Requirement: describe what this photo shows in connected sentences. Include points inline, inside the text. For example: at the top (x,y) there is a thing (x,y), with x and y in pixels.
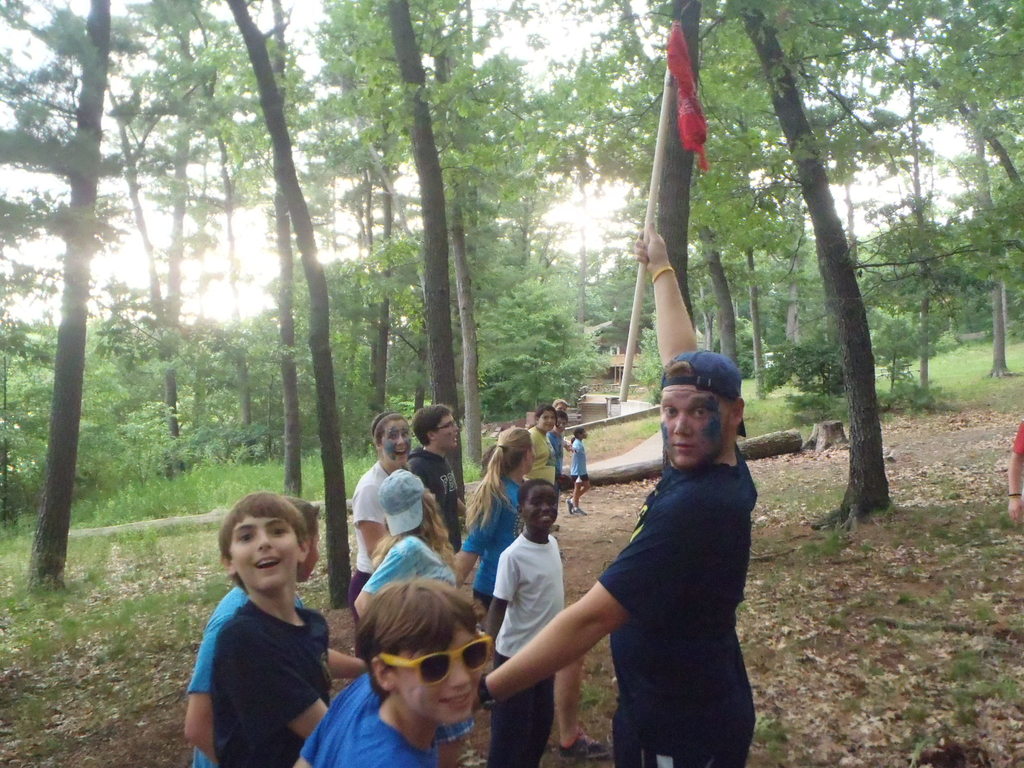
In this image there are some persons (554,619) standing in the bottom of this image (513,610) and the person (652,589) at right side (699,607) is holding a stick (633,335) and there are some trees (487,338) in the background (436,362). there is a sky (293,14) on the top of this image (308,4).
